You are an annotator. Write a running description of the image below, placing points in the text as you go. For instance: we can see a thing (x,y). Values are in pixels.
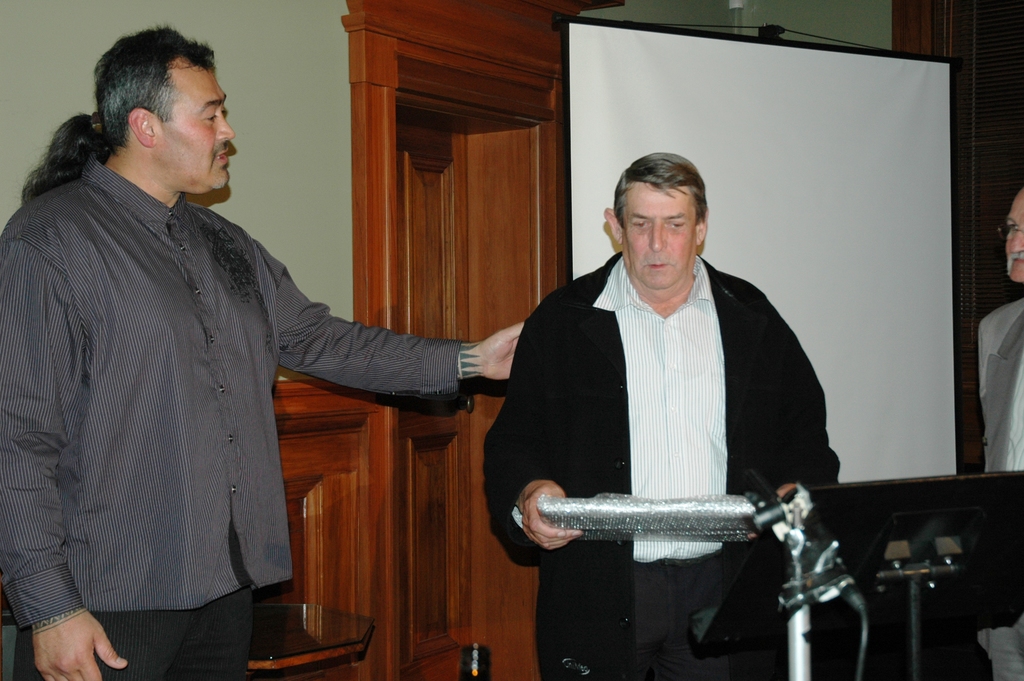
In this image person (806,467) is holding an object (659,526) in his hand (533,511). He is standing. Left side (117,546) there is a person (132,316) wearing a shirt (145,272). He is standing. Right side (1016,365) there is a person (1011,377) wearing spectacles (1008,228). Before him there are few objects (865,606). Background (806,106) there is a wall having a screen (779,227) attached to it.
